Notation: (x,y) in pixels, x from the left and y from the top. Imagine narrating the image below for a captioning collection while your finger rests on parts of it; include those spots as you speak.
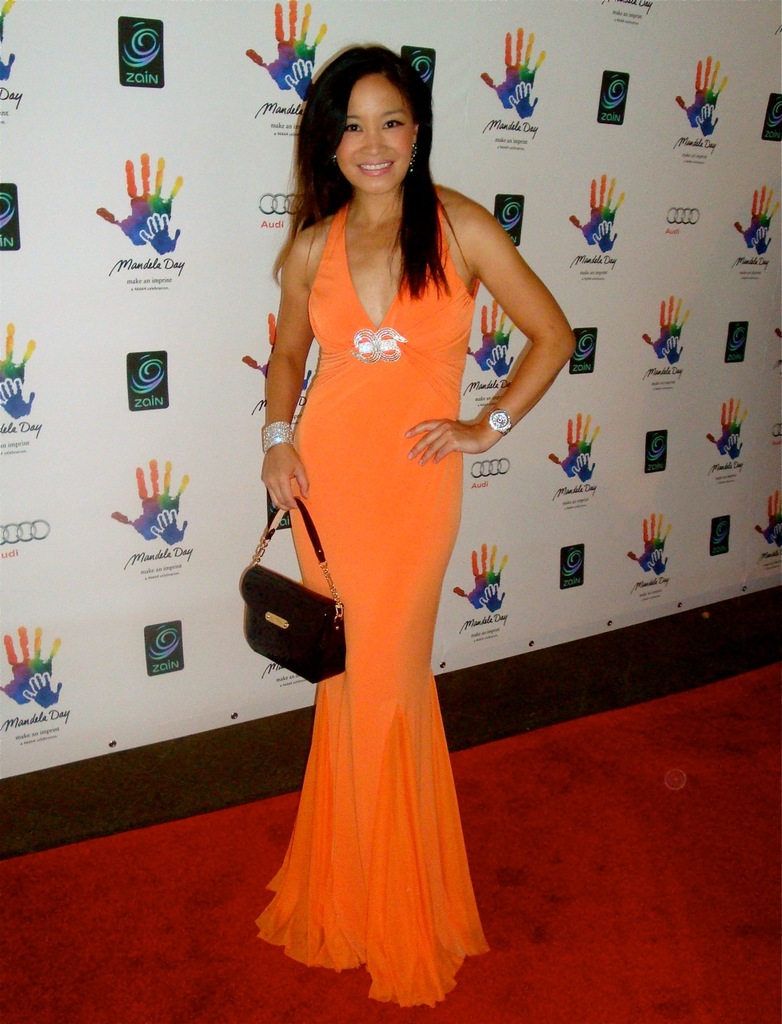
In this picture we can see a woman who is standing on the floor (650,813). She is smiling and she is holding a bag (315,615) with her hand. On the background (208,340) there is a hoarding (60,422).
